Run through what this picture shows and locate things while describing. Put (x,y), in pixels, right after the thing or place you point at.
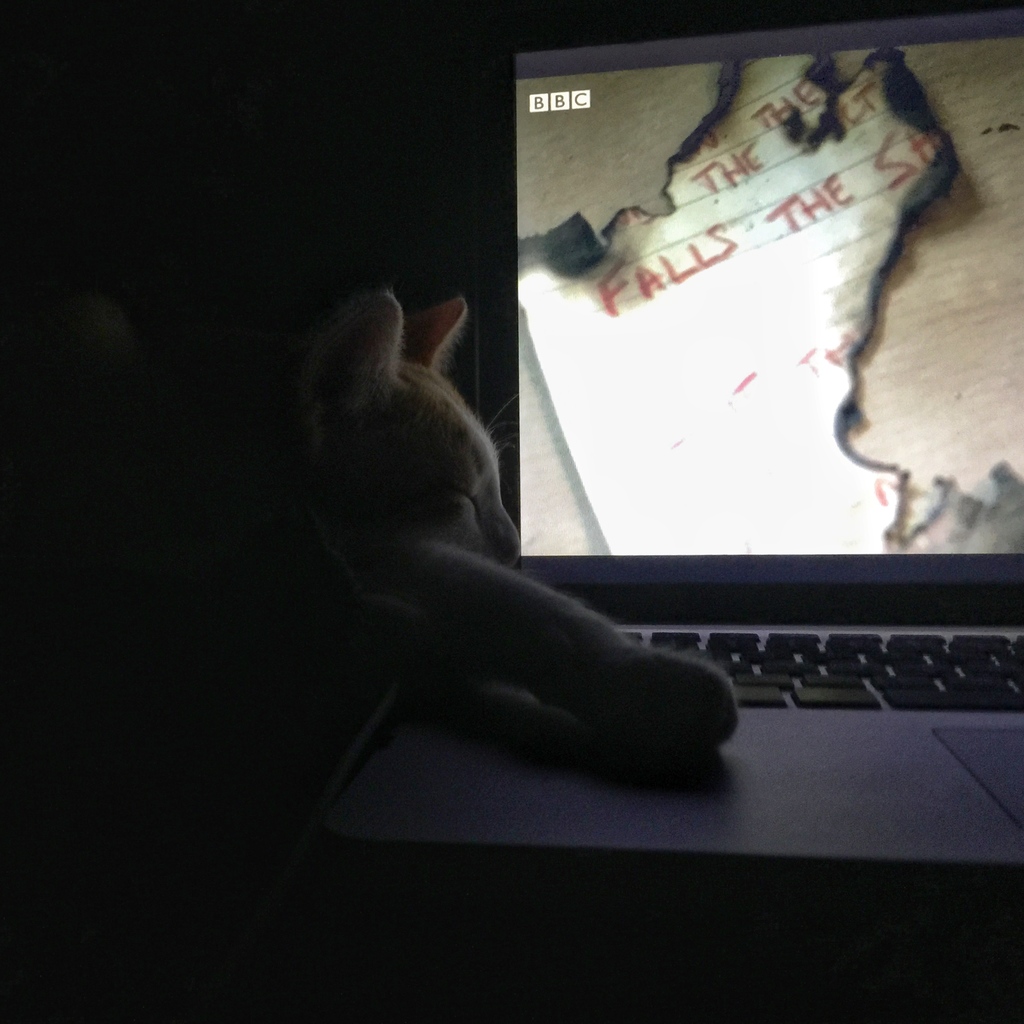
In the picture we can see a laptop (1021,709) which is opened with a screen (1006,414) and keys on it and inside we can see a cat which is sleeping.
